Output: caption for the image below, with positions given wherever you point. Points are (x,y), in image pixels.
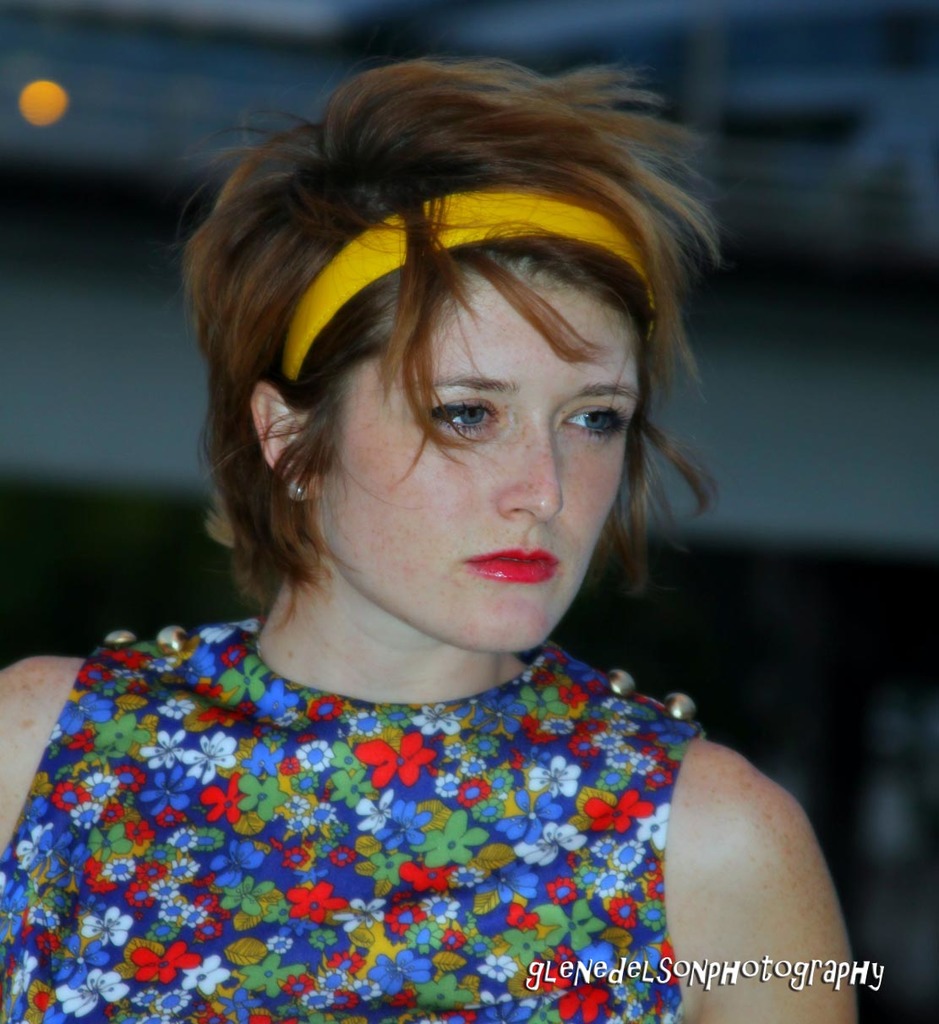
In this image, I can see the woman (380,893) with a colorful dress (267,716) and a hair band (304,351). The background (805,569) looks blurry. This is the watermark (618,976) on the image.
